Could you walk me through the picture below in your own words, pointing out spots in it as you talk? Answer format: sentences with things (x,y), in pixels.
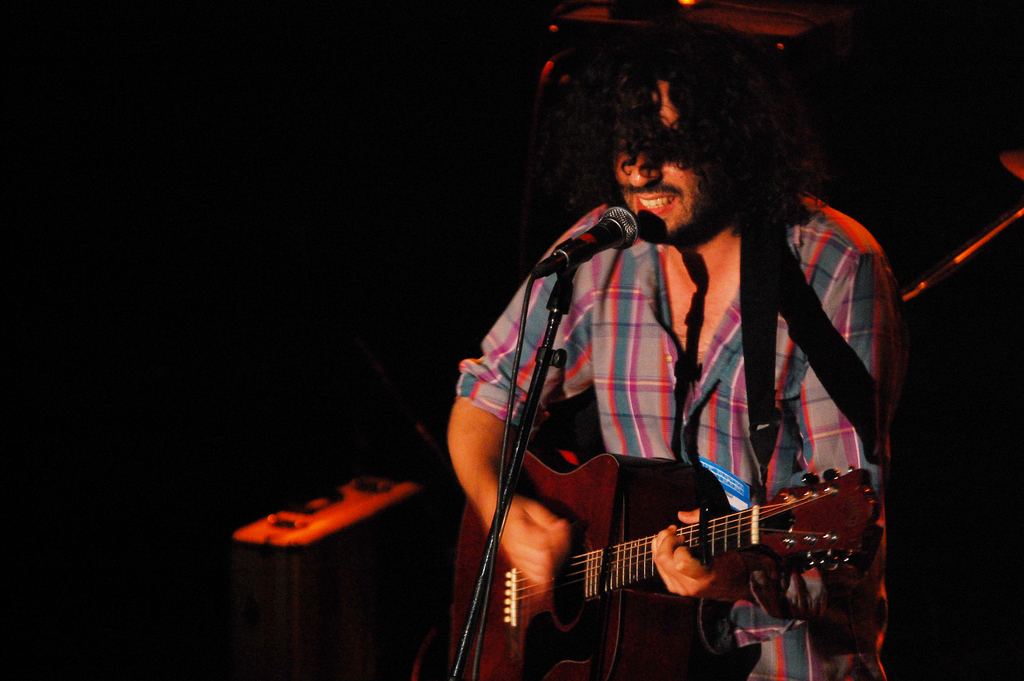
The man (541,290) in grey check shirt (526,395) is holding a guitar (583,549) in his hands (515,512) and he is playing it. In front of him, we see a microphone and he is singing the song on the microphone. In the background (237,292), it is black in color. This picture is clicked in the dark.
